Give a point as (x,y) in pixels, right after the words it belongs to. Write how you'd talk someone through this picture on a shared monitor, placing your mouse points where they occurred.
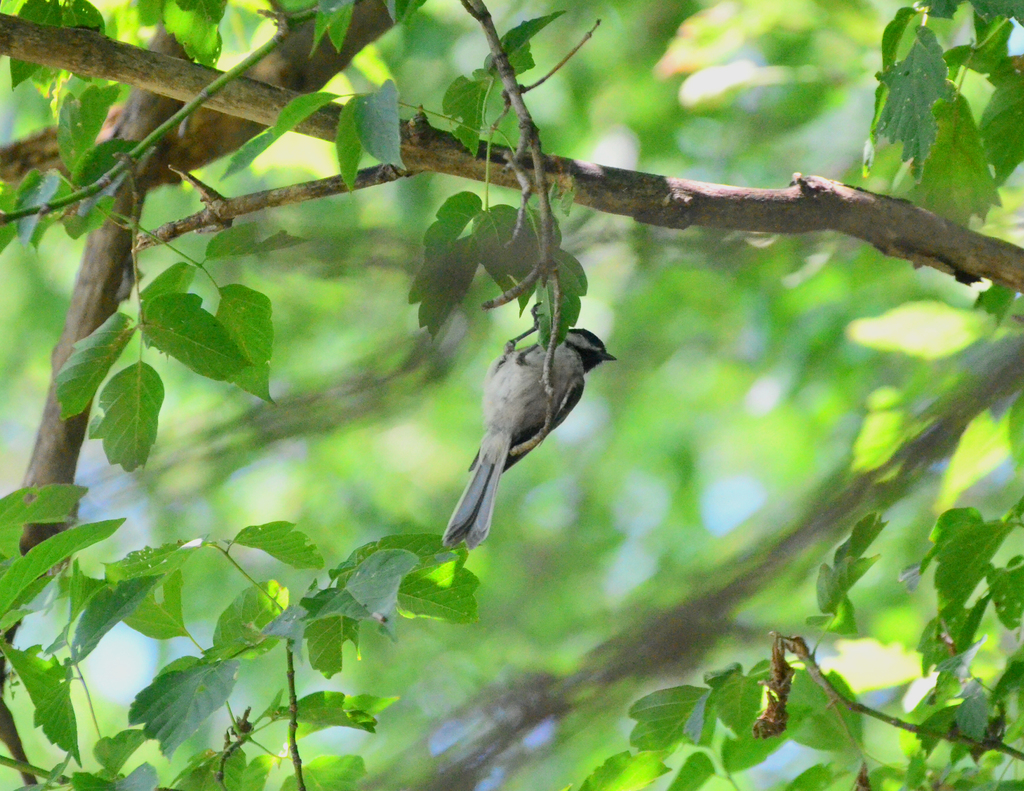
In this picture we can observe a bird (501,406) on the branch (546,399) of a tree (480,218). We can observe some leaves (190,357) which are in green color. The background (317,326) is completely blurred.
